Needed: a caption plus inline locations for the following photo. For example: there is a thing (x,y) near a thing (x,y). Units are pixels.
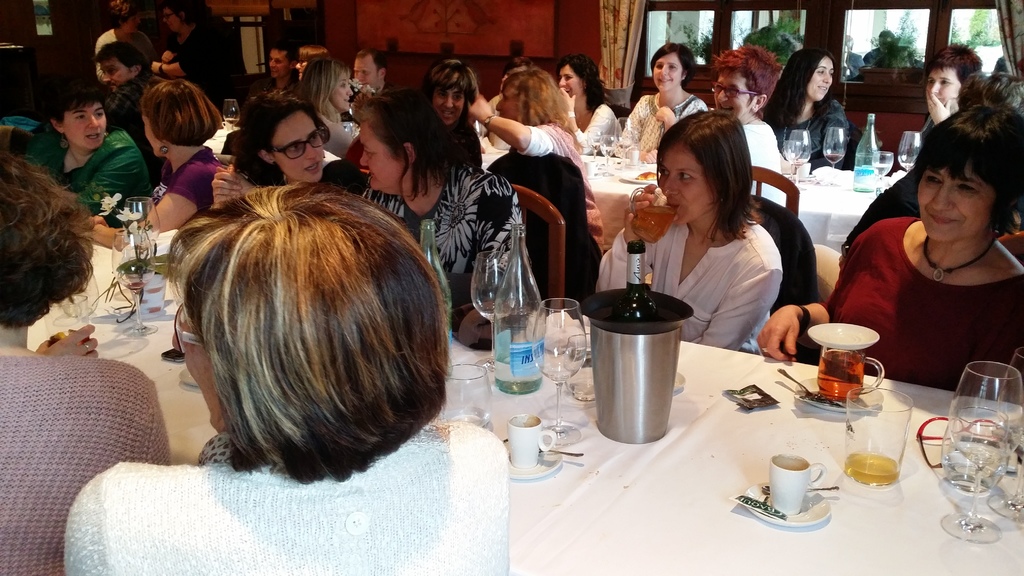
This image is taken inside a restaurant (141,221). There are many people (220,310) in this image. In this image there is a table (566,474) on which there are a glass (986,494) with water (981,461), a glass (869,421) with wine (880,455), a cup (807,465), saucer (817,510), spoon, bottle (508,319), wine bottle (627,292), tea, a flower vase (148,285) and a table cloth (656,537) is present on it. In the right side of the image (840,294) a woman (888,357) is sitting on a chair (1016,239). In the left side of the image (68,266) people (55,420) were sitting on a chair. At the top of the image (454,51) there is a wall curtain (618,55) and window (712,31).
